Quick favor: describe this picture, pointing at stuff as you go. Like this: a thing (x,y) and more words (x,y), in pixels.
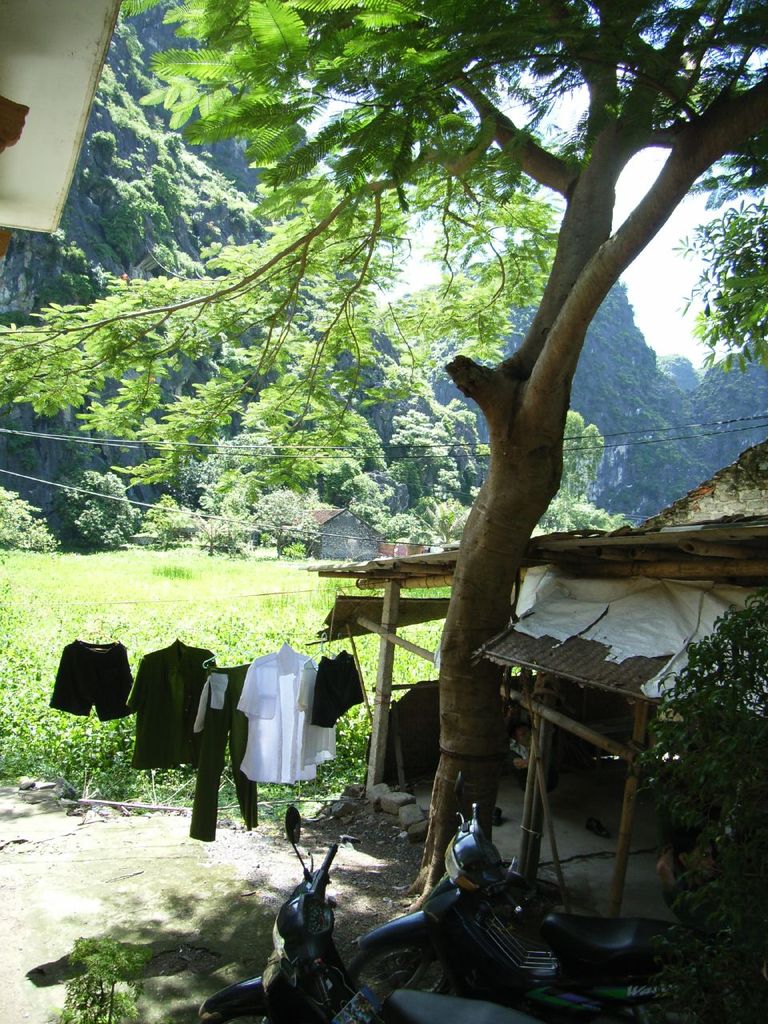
In this picture there are clothes (334,732) hanging on the rope (300,642). On the right side of the image (560,671) there is a house (645,732) and there are vehicles (410,952). At the back (620,357) there is a house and there are hills (619,347) and there are trees (629,260). At the top (667,253) there is sky (640,262). At the bottom (344,723) there is grass (239,558). At the top left (64,137) there is a board (64,137).
